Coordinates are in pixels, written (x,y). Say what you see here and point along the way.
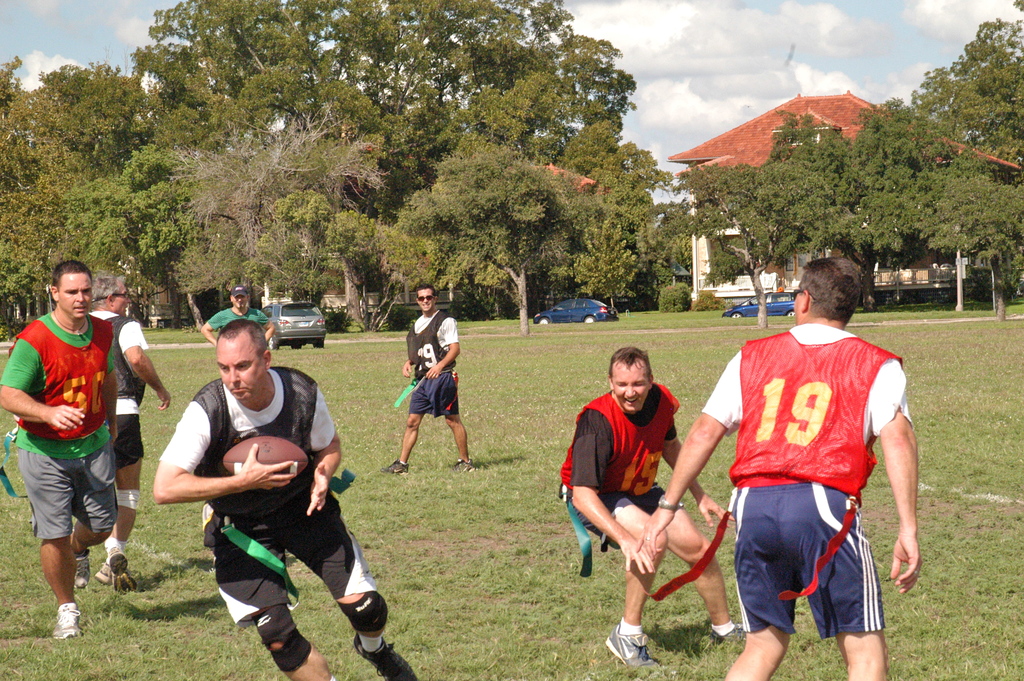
In this image there are people (590,406) playing american football. In the background of the image (395,328) there are trees (450,243). There is a house (780,273). There are cars (581,311). At the bottom of the image (516,566) there is grass (488,639).
